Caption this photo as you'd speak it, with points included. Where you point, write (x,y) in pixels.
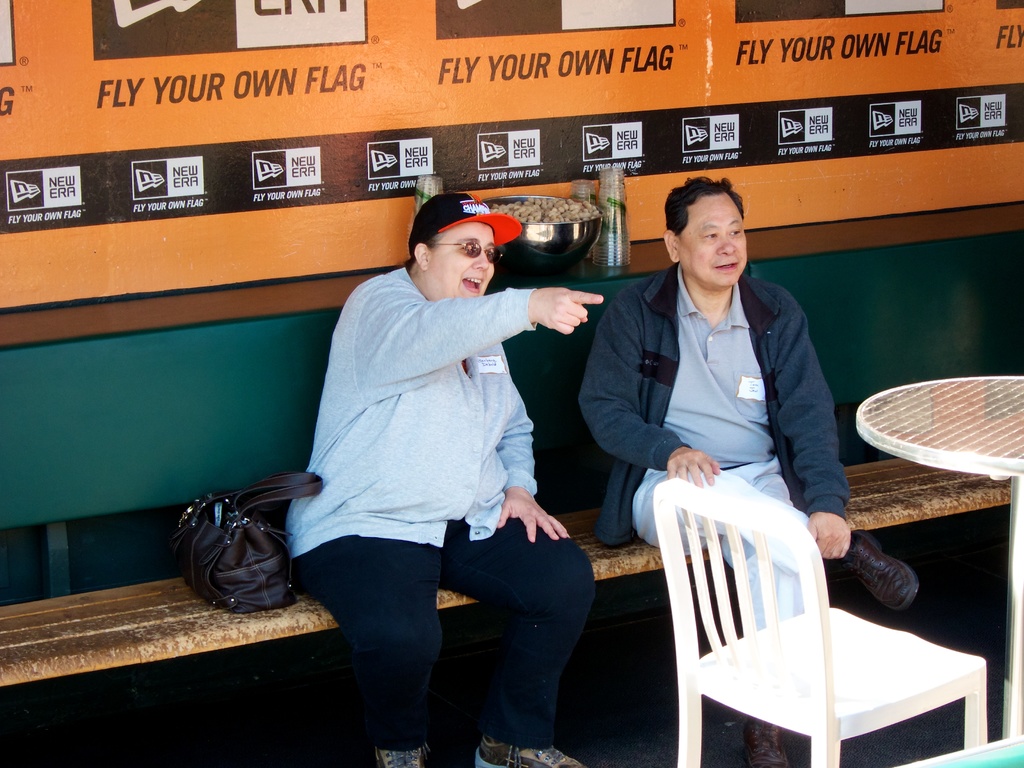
In this image i can see two persons (504,532) are sitting on the bench (58,562). Beside these persons (723,532), there is a hand bag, chair (760,557), table (976,405) and in the background (77,236) i can see some objects (614,185).
